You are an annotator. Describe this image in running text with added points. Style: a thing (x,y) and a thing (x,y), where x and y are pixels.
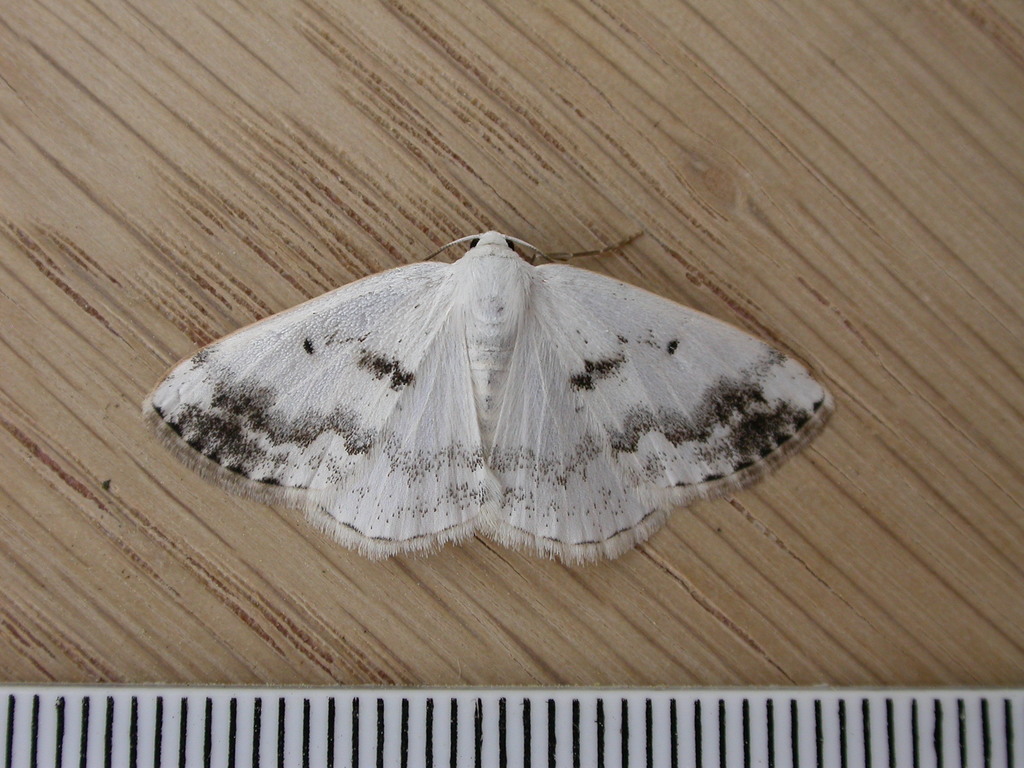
In this image, we can see a butterfly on the wooden surface (354,156).
